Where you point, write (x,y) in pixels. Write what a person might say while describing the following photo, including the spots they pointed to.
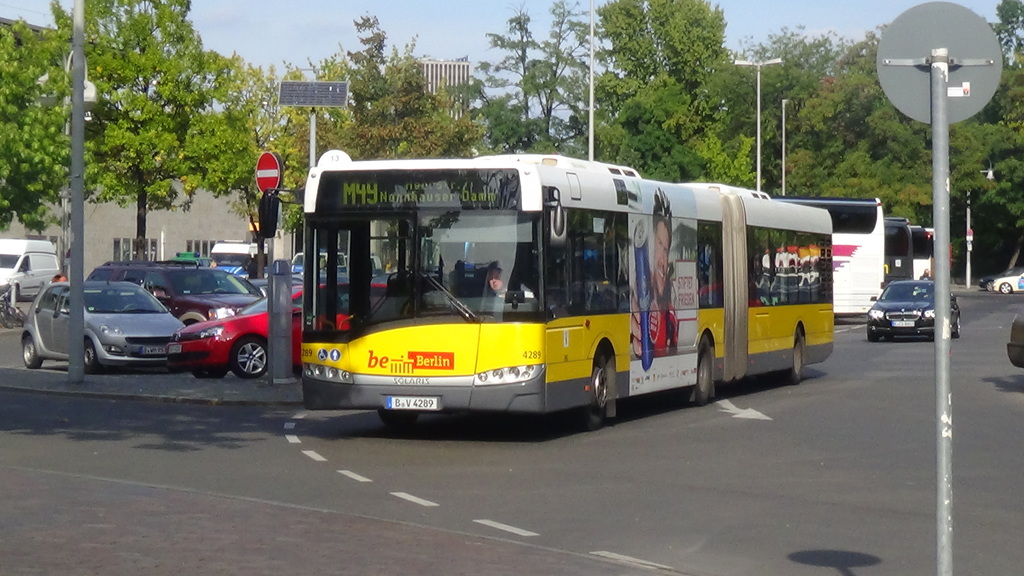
In the image there are buses (307,322) and cars (238,322) going on the road (653,412) and behind there are trees (182,141) and above its sky (297,12).
